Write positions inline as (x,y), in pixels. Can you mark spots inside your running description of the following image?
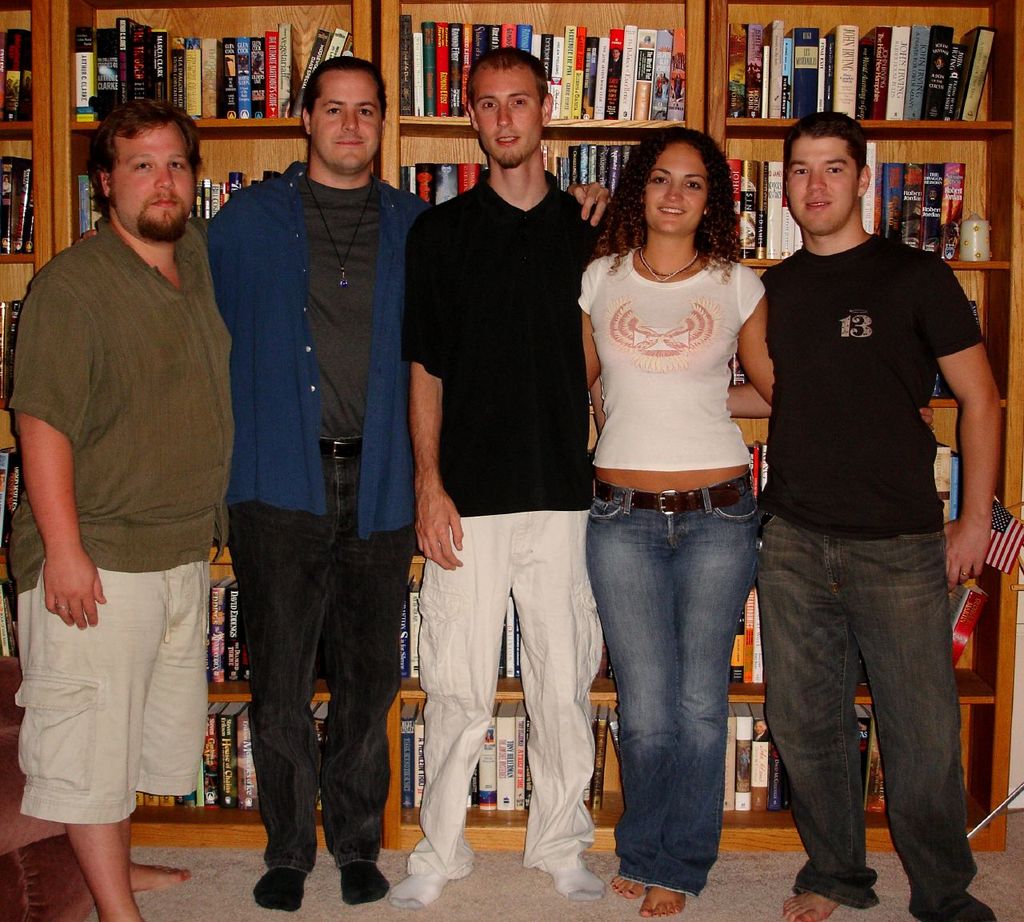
In the image I can see four men (795,705) and a lady (743,580) who are standing and behind there are some shelves (351,1) in which some books (773,49) are arranged.
